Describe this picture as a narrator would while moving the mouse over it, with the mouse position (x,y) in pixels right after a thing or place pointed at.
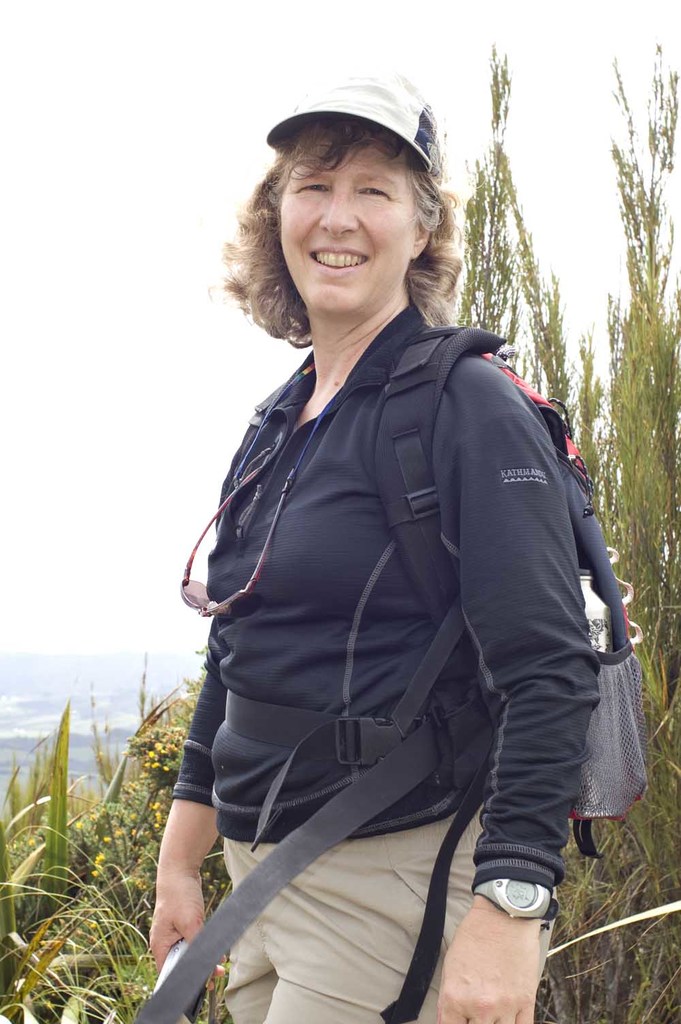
In this picture I can see a woman (293,454) standing and smiling with a backpack (435,652), there are trees (663,548), and in the background (97,354) there is sky (194,431).
